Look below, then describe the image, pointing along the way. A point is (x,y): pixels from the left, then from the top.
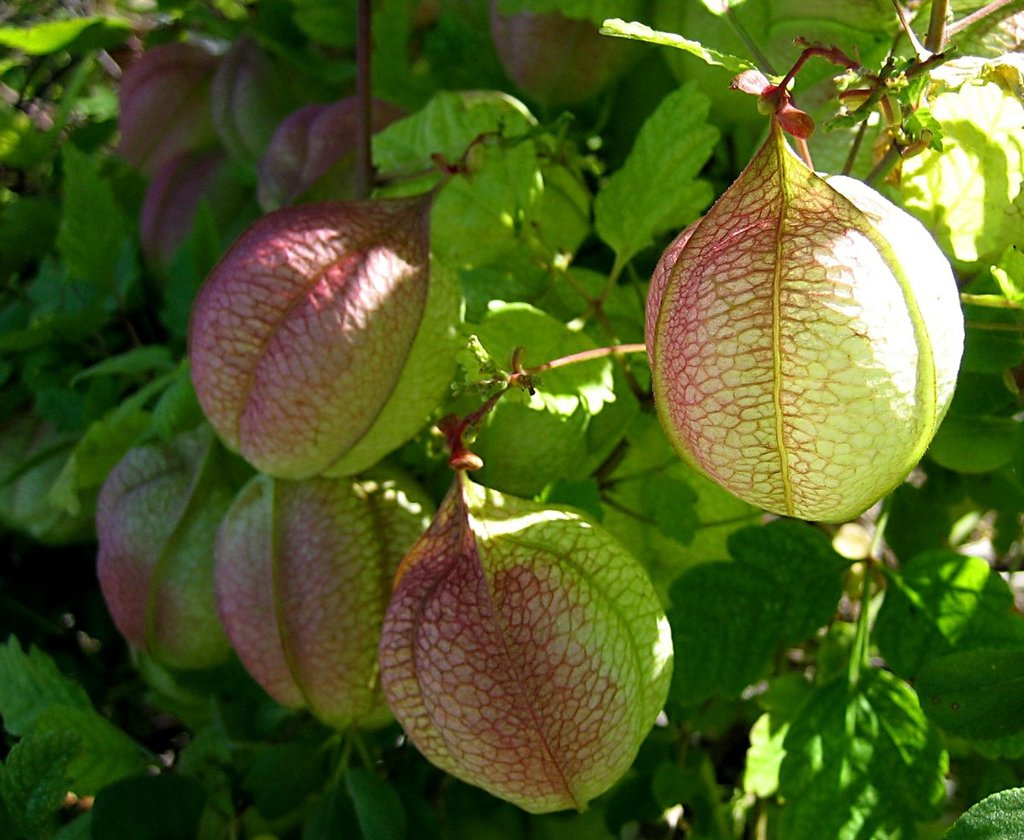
In this picture we can see leaves (516,430) and balloon vine (490,514).
